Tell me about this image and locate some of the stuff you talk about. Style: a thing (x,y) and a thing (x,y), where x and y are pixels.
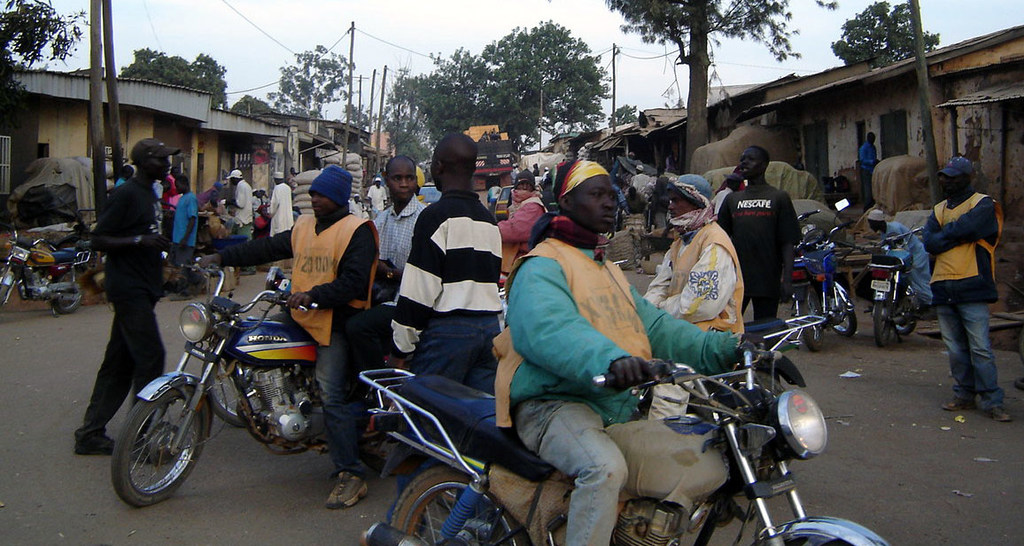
In this image i can see few people (580,203) on the bike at the back ground (175,31) i can see a building (225,159), a tree (187,73), a sky (178,51), and a pole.
